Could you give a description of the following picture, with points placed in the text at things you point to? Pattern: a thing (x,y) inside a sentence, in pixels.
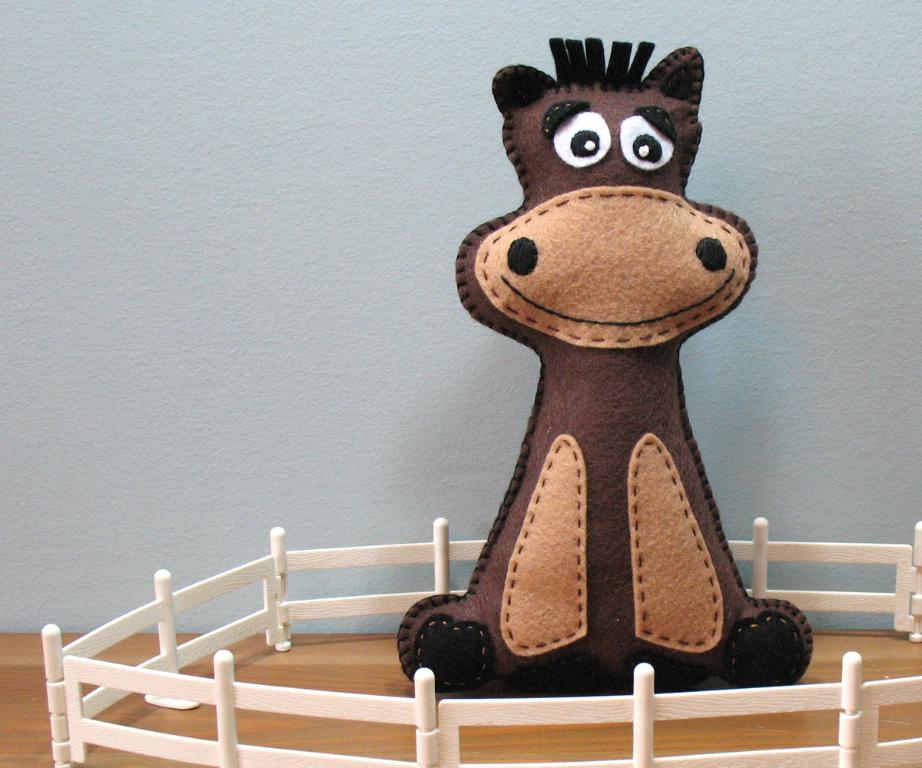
In this image I can see the cream and brown colored surface (296,669) on which I can see the white colored railing (285,637) and a brown, black and white colored toy (627,241) in the middle of the railing (868,710). In the background (481,353) I can see the light blue colored wall (265,229).
